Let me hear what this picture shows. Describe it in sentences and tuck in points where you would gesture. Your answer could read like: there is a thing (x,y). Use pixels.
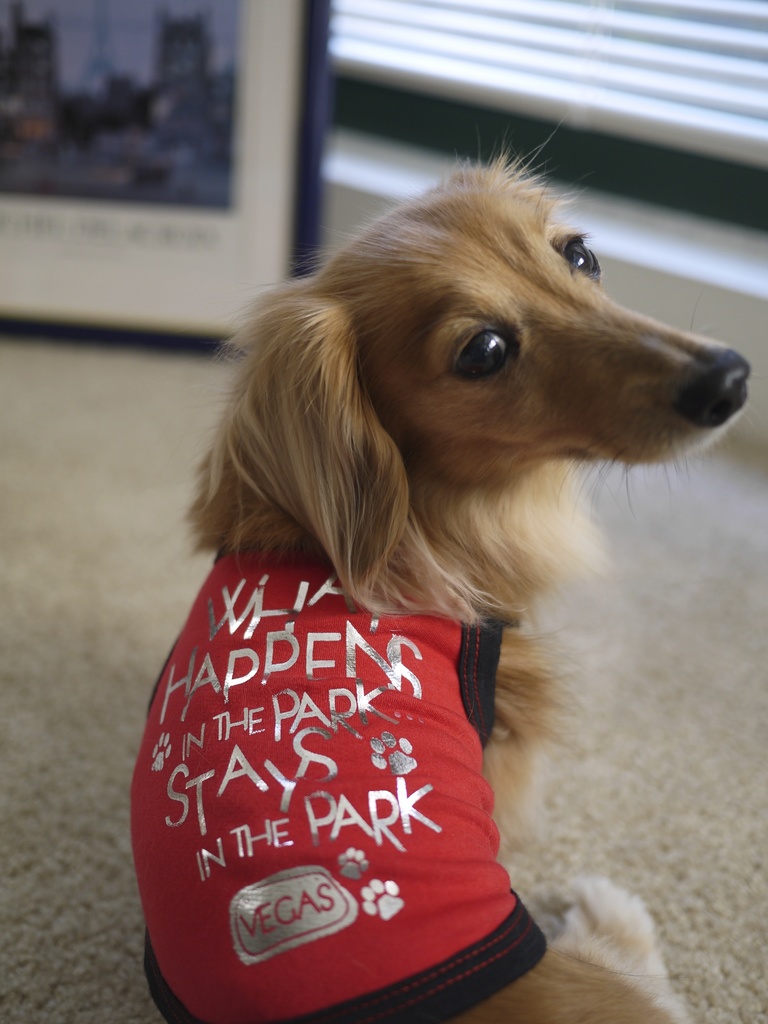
In this image we can see the dog (496,395) sitting on the floor (41,865) which is wearing red T-shirt (360,847) on which we can see some text (222,858). The background of the image (287,111) is slightly blurred, where we can see the photo frame (253,167).
